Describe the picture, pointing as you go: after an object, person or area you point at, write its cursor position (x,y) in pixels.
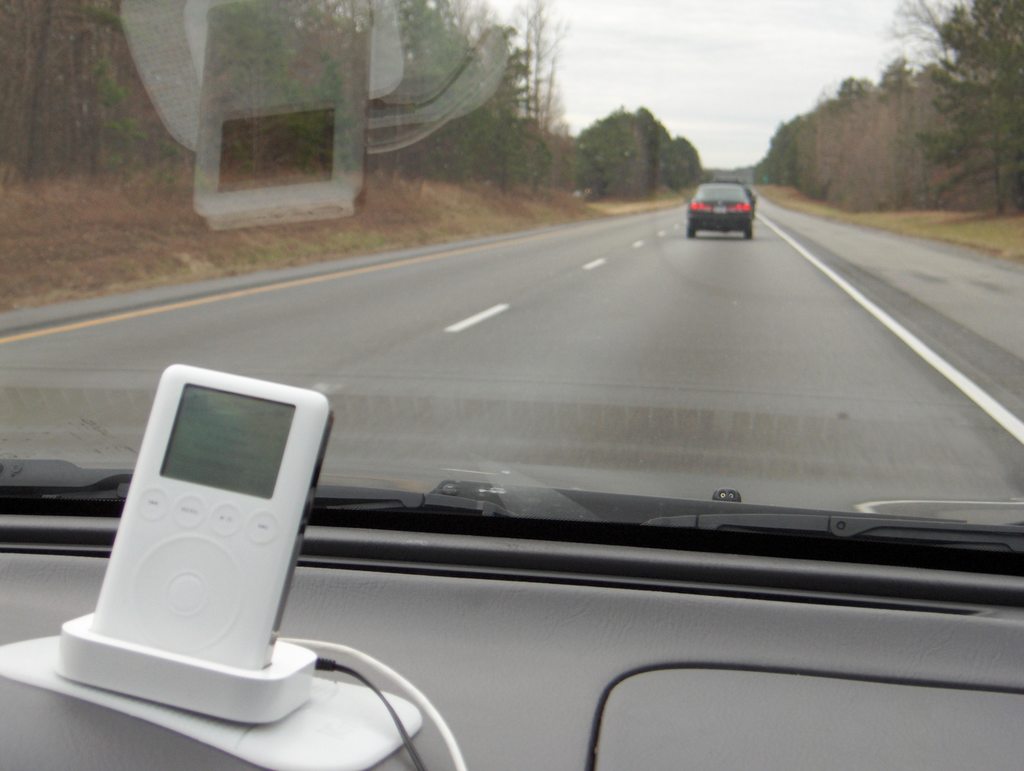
In this image we can see the iPod (266,594) and its shadow (266,52). And we can see the connection of wire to the iPod (254,439). And we can see the vehicle (722,221). And we can see the road (735,241). And we can see the trees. And we can see the sky (728,114). And we can see the grass (238,239).
